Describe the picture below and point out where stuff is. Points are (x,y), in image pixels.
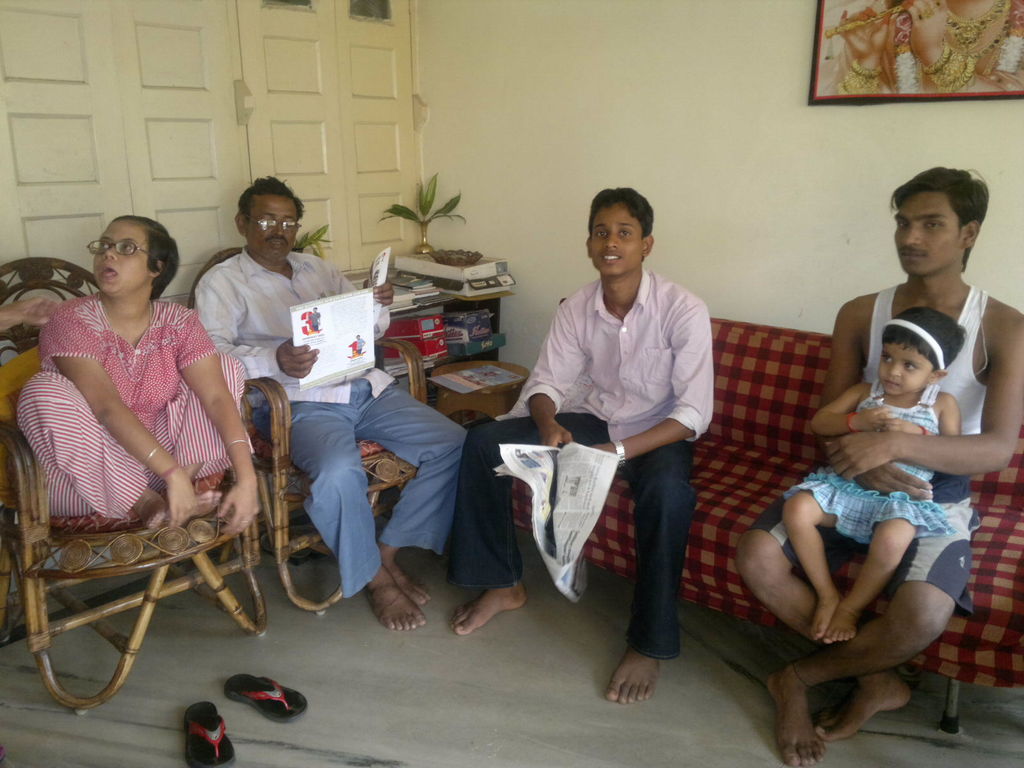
This persons (110,370) are sitting on a chair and couch (751,508). Beside this person (383,388) there is a table (454,402), on a table (497,387) there are books (431,283) and things (447,285). A picture (935,56) is attached to a wall (686,107). On floor (343,706) there are chappals (210,744). This 2 persons (604,348) are holding a paper (558,541) and card (355,331).
